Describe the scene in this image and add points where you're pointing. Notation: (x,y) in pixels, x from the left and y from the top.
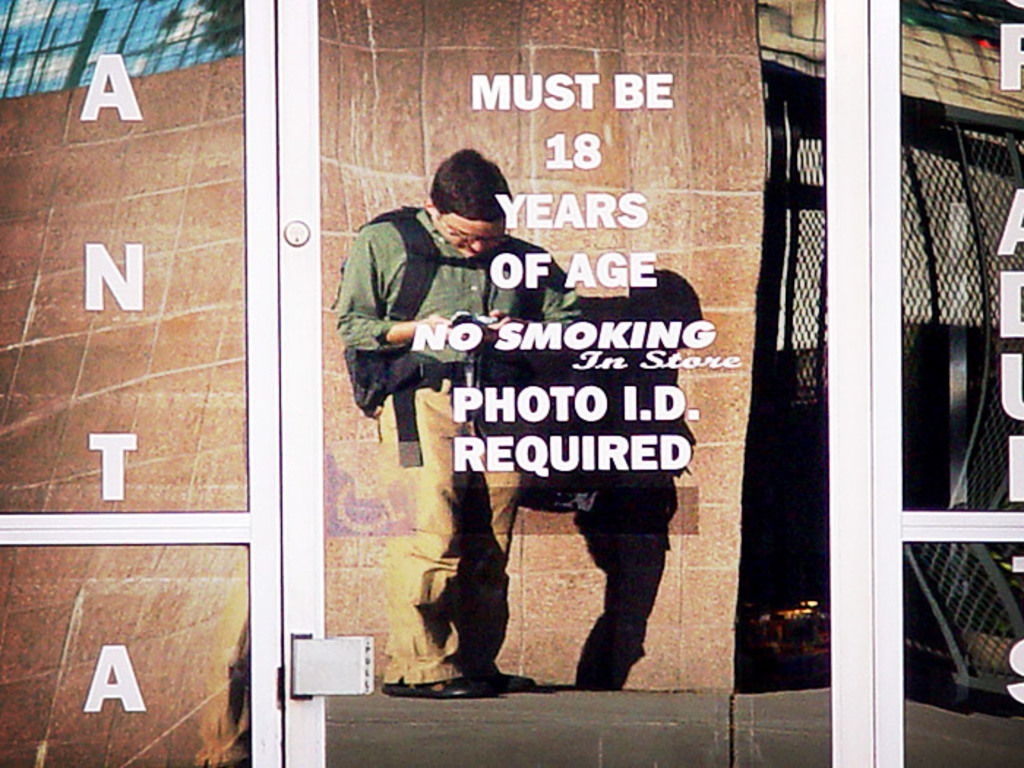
In the center of this picture (462,336) there is a person (404,244) wearing a backpack (396,389), holding an object (462,321) and standing on the ground (496,745) and we can see the cable (928,233), net (941,248), door (858,61) and the text (598,344) on the image.
